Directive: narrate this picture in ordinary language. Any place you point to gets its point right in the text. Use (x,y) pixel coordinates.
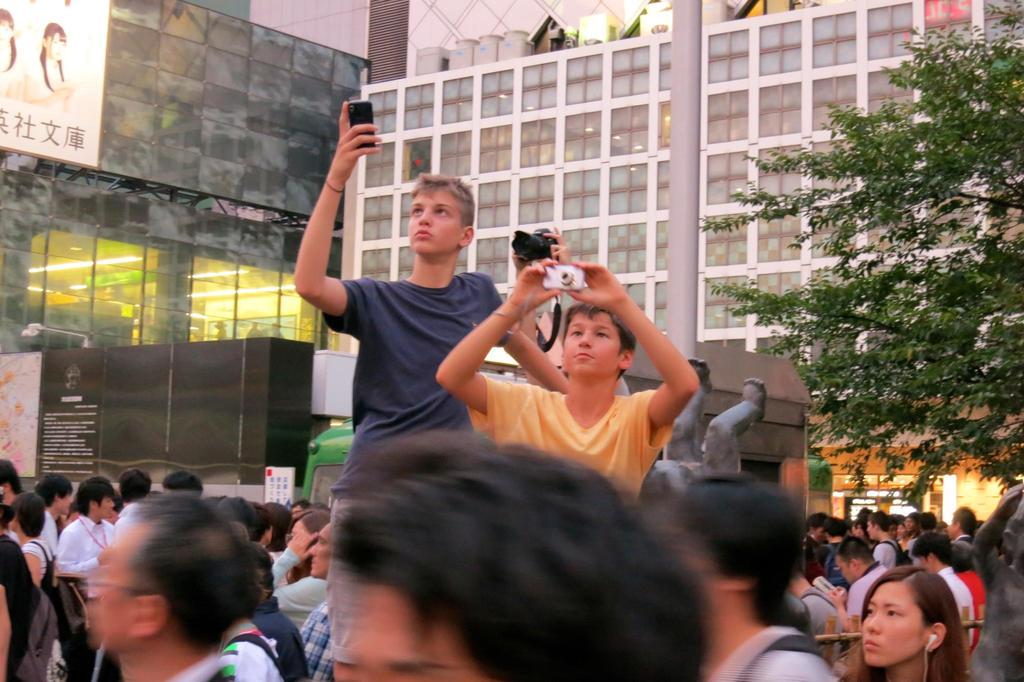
In the center of the image (436,268) we can see persons (421,365) standing and holding cameras (358,104) in hand (524,285). At the bottom of the image (608,506) we can see persons (193,646). On the right side (881,322) there is tree (901,382). In the background (710,60) we can see buildings (603,95), person's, vehicle (328,442) and statue (678,426).
